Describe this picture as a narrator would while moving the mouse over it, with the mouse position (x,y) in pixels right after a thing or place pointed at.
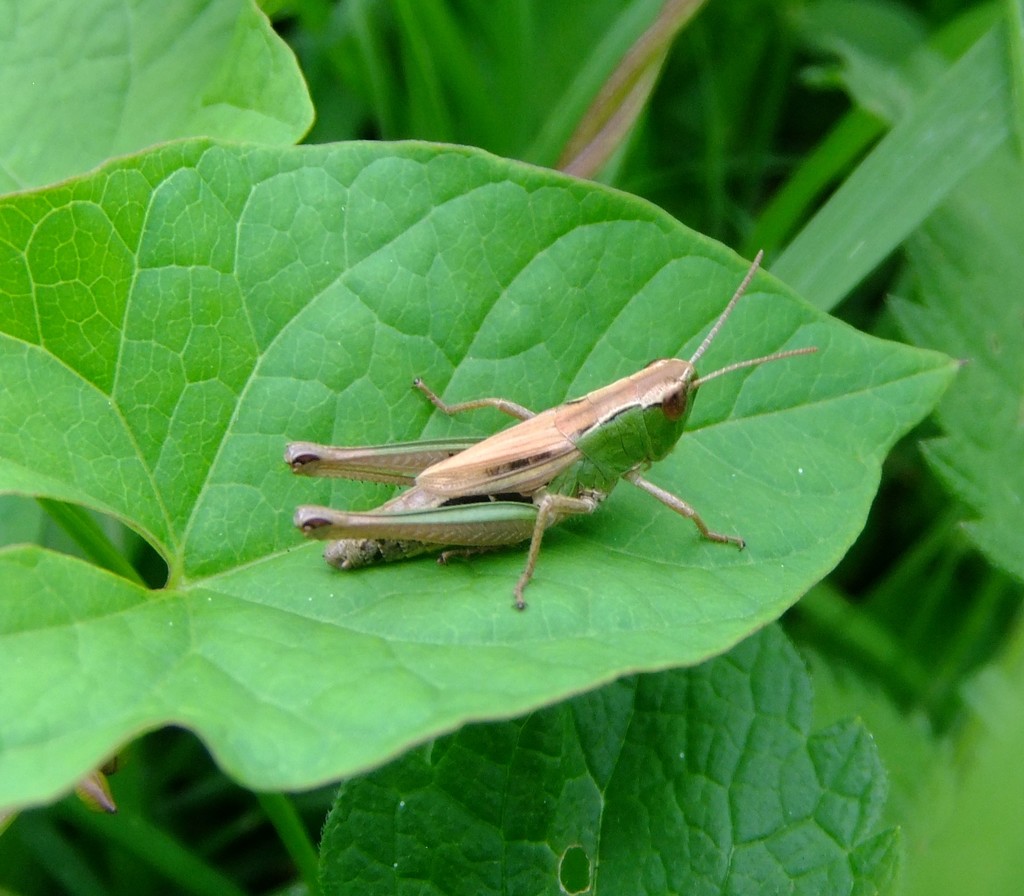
In the center of the image (470,468) there is a insect (470,468) on the leaf (44,239). In the background of the image (696,125) there are leaves (623,148).
